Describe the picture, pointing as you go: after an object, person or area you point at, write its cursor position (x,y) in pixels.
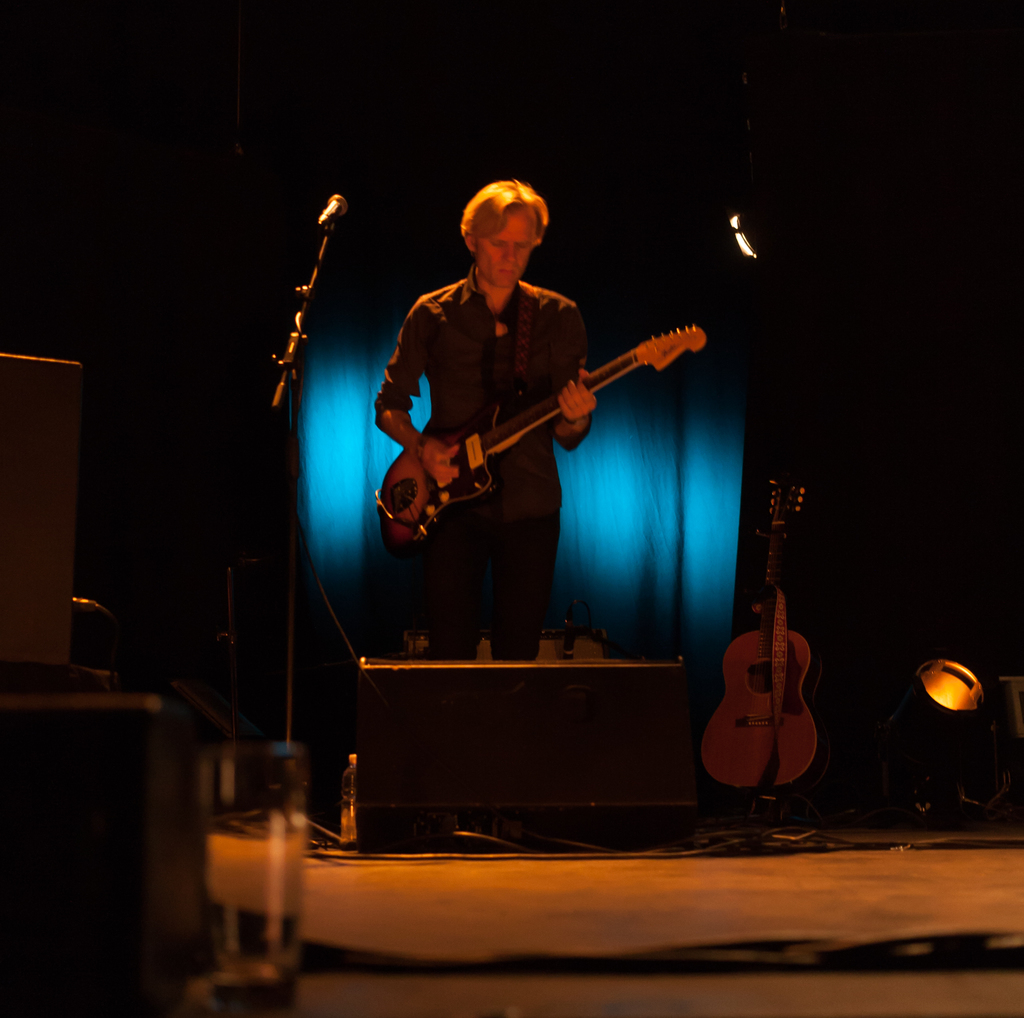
In this image there is a person (512,515) wearing a black shirt (459,420), black trousers (509,543) and holding a guitar (406,511). In front him there is a sound speaker (400,764), besides him there is a another guitar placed on the ground (731,827). Towards the left (298,423) there is mike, towards the right corner (927,770) there is a light (927,785) and background (941,626) is dark.
